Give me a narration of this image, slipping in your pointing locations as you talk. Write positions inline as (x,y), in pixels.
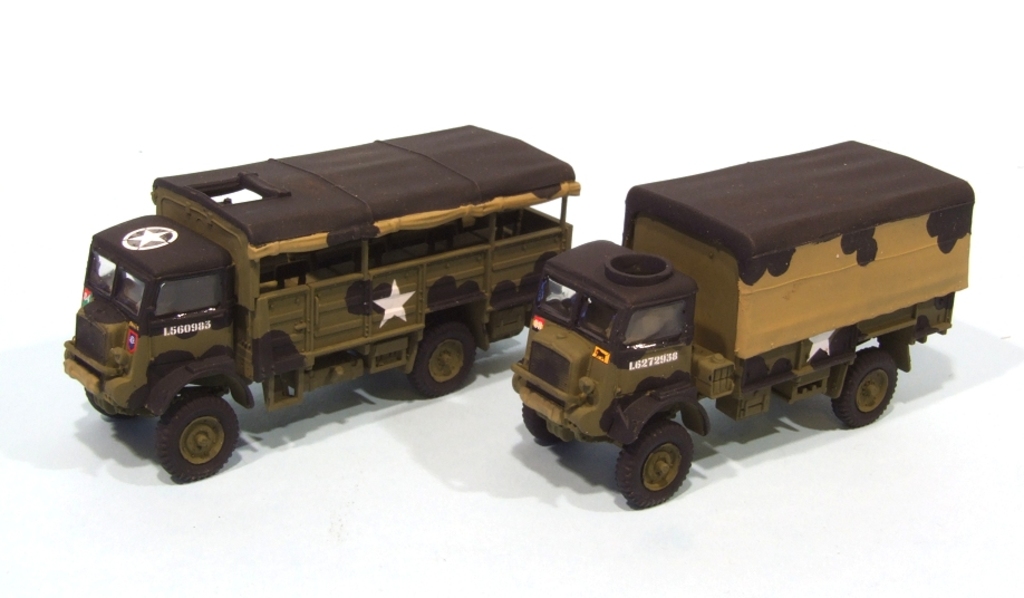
Here in this picture we can see a couple of toy trucks (326,327) present over a place (450,421).
